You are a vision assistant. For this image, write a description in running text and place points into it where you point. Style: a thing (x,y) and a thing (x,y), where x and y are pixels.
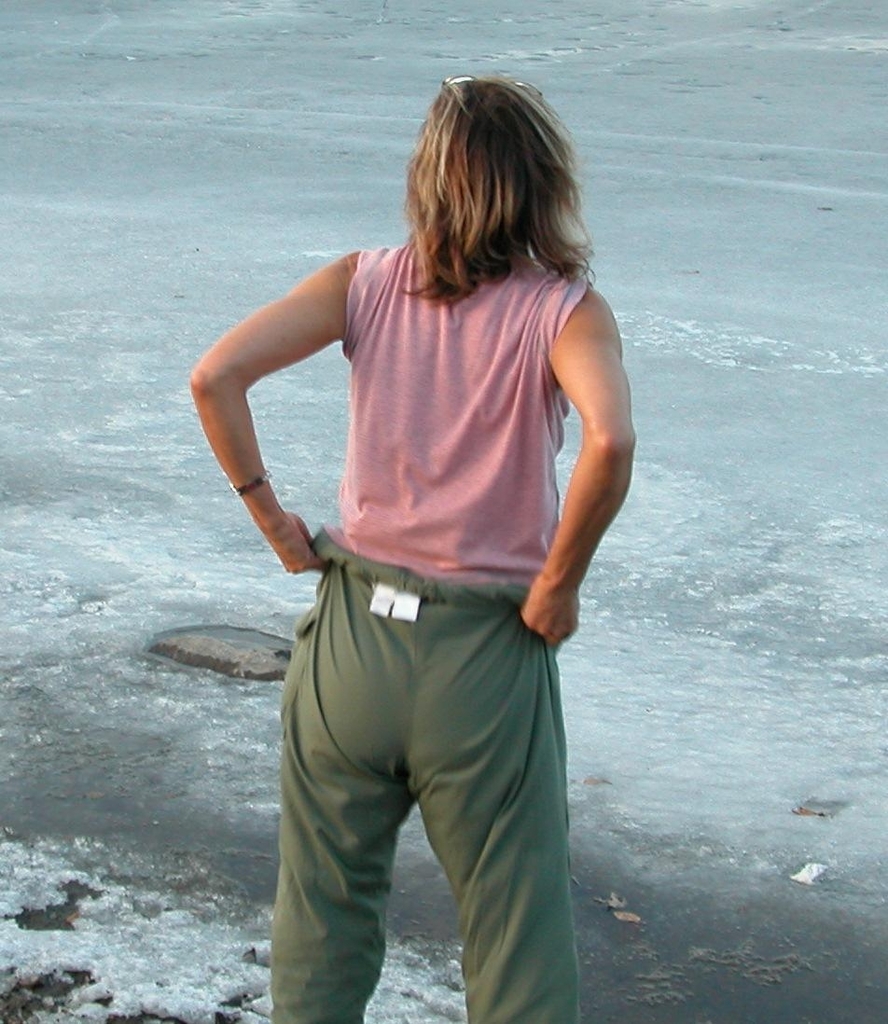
There is person (504,642) standing and we can see water (313,458).
